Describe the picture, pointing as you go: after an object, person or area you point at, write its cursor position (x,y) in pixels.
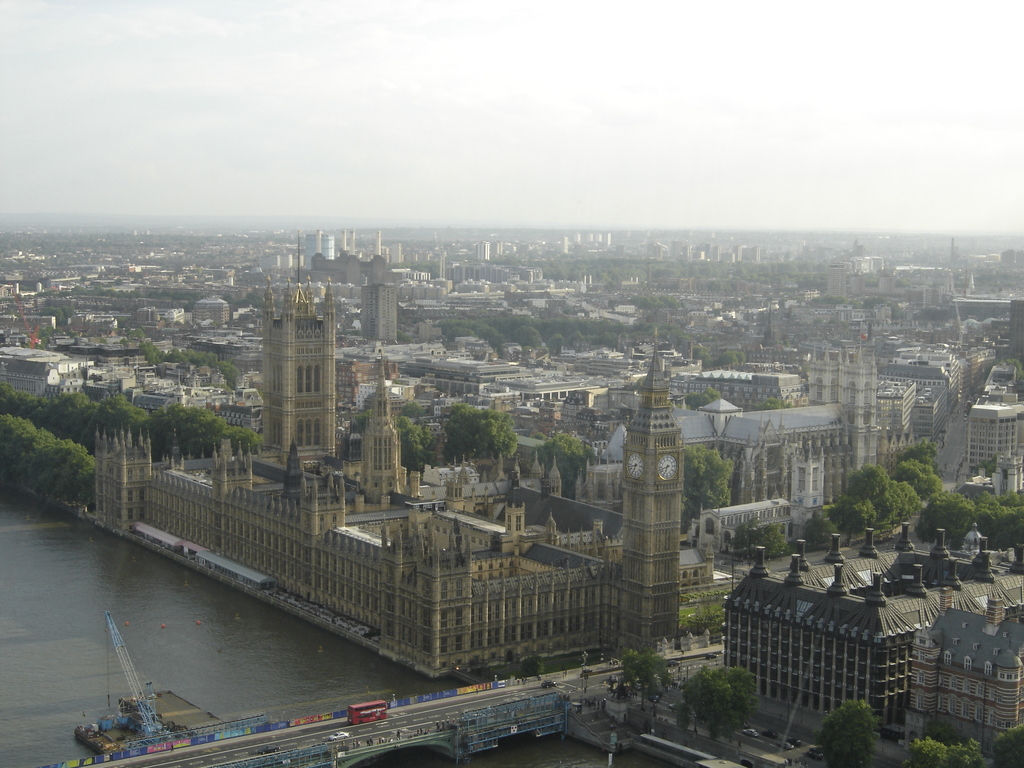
In this image we can see many buildings (754,368) and also trees (706,479). We can also see the clock tower (658,457), some vehicles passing on the bridge (467,734) and also the crane (145,721). On the left (140,635), we can see the water (205,647). At the top (419,113) there is sky (527,174).
